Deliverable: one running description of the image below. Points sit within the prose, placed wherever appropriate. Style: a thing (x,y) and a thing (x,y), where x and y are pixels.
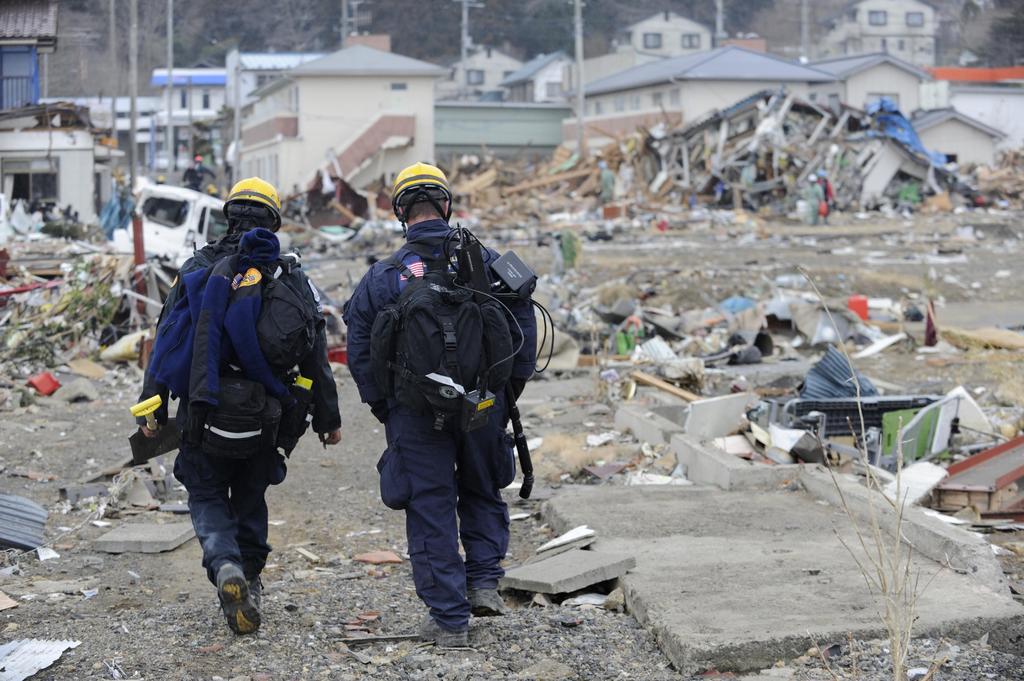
In the middle (390,412) two persons (368,308) are walking, they wore blue color coats (419,237), trousers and yellow color caps (262,202). At the back side (451,114) there are houses (501,90) in this image.
